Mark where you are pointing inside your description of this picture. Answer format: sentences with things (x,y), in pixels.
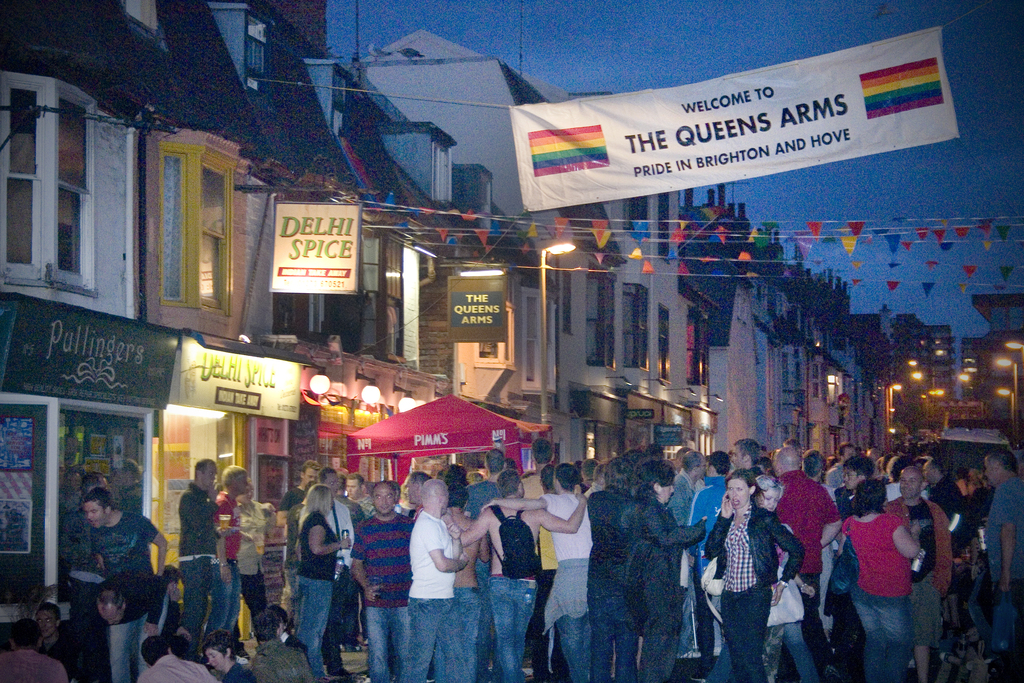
In this image we can see buildings (600,324) with windows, light poles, stores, banners (912,53) and we can also see people (899,553) standing.
